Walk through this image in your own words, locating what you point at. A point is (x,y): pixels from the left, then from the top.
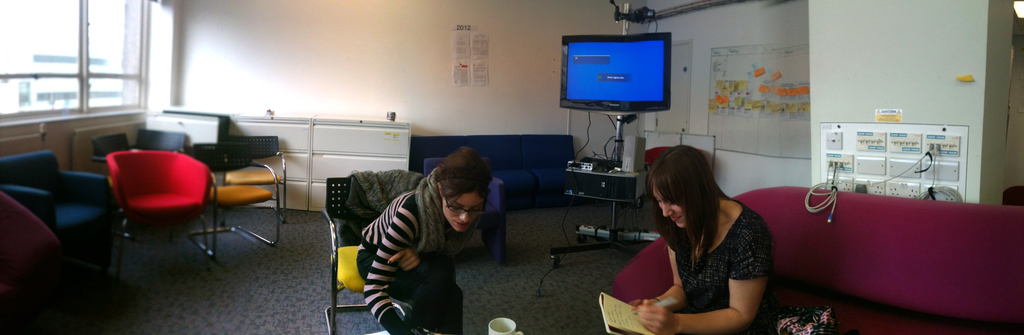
In this image i can see 2 women (399,236) sitting, a woman (676,277) on the right side (742,285) is sitting on the couch (659,283) and the woman (431,268) on the left side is sitting on the chair (356,250). The woman (654,315) on the right side (691,330) is holding a pen (666,305) and book (629,332) in her hand (667,319). In the background (606,77) i can see few chairs (182,196), the wall (298,46), the window (53,23), a television screen (591,76), few posters (476,61) and the switch boards (860,150).
